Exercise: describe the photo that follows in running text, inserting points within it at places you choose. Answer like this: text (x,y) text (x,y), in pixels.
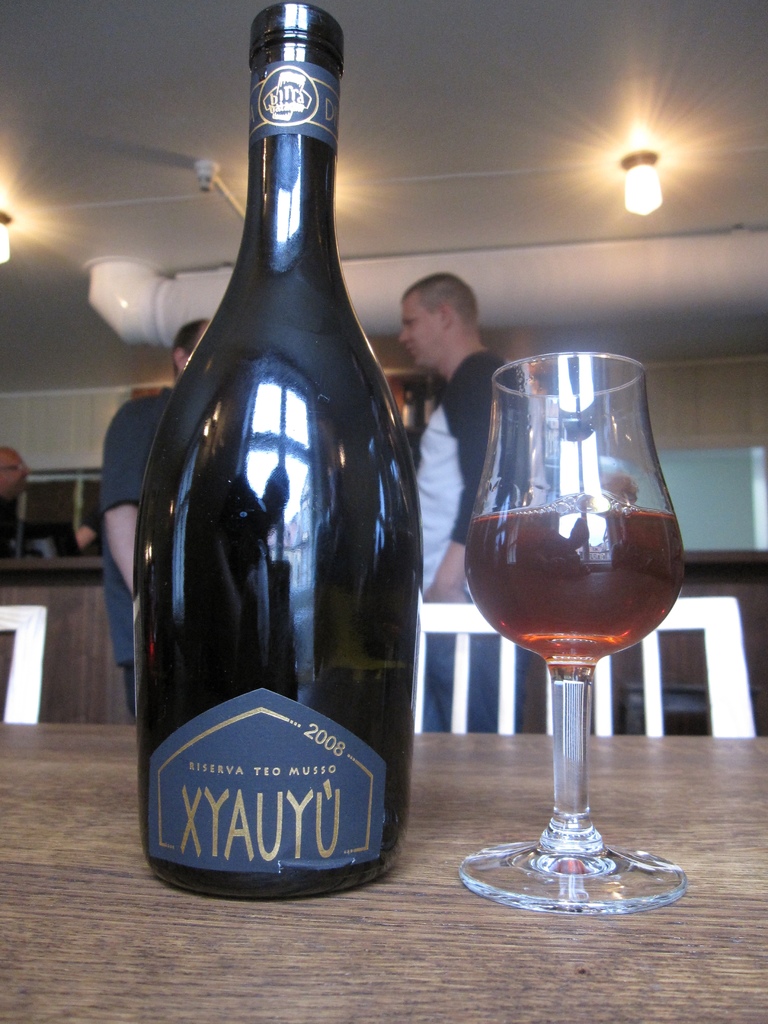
In front of the picture, we see a table (394,884) on which a glass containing the liquid (598,638) and a glass bottle (241,553) in black color are placed. Behind that, we see the chairs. Behind that, we see two men (461,481) are standing. Beside them, we see a table (77,589) and beside that, we see a man (18,472) is standing. In the background (49,426), we see a wall (15,432) and the windows (744,450). At the top (191,87), we see the lights (655,162), pipe (580,255) and the ceiling (609,201) of the room (583,291).
